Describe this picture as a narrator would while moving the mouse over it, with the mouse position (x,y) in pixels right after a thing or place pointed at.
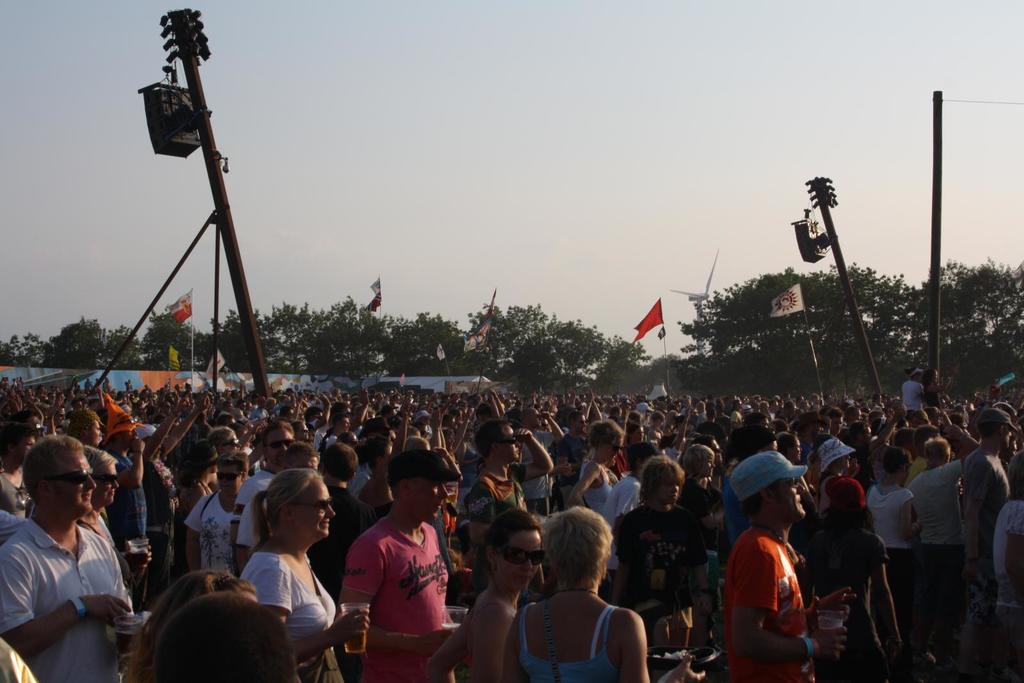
In this image we can see group of people (769,505), poles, flags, trees (178,323), and objects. In the background (658,19) there is sky (652,144).
